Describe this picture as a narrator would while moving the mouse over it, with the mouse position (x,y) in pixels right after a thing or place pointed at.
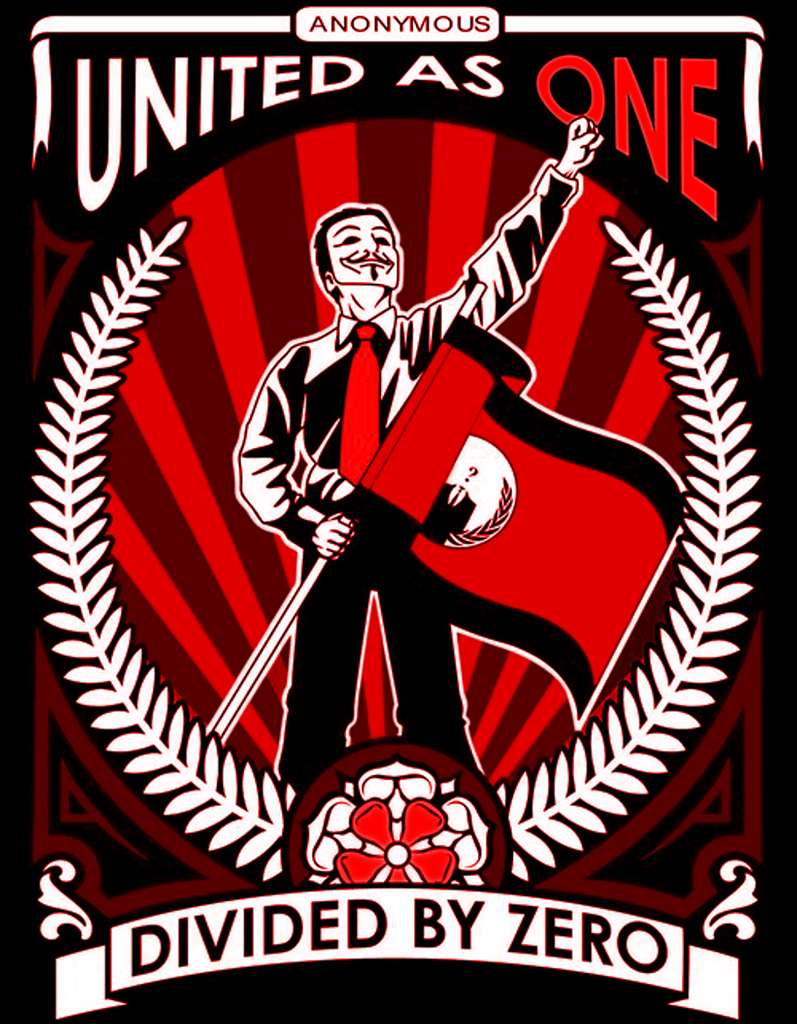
This is a poster and in this poster we can see flowers (417,833), leaves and a man (293,489) holding a flag (379,468) with his hand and some text (337,87).
